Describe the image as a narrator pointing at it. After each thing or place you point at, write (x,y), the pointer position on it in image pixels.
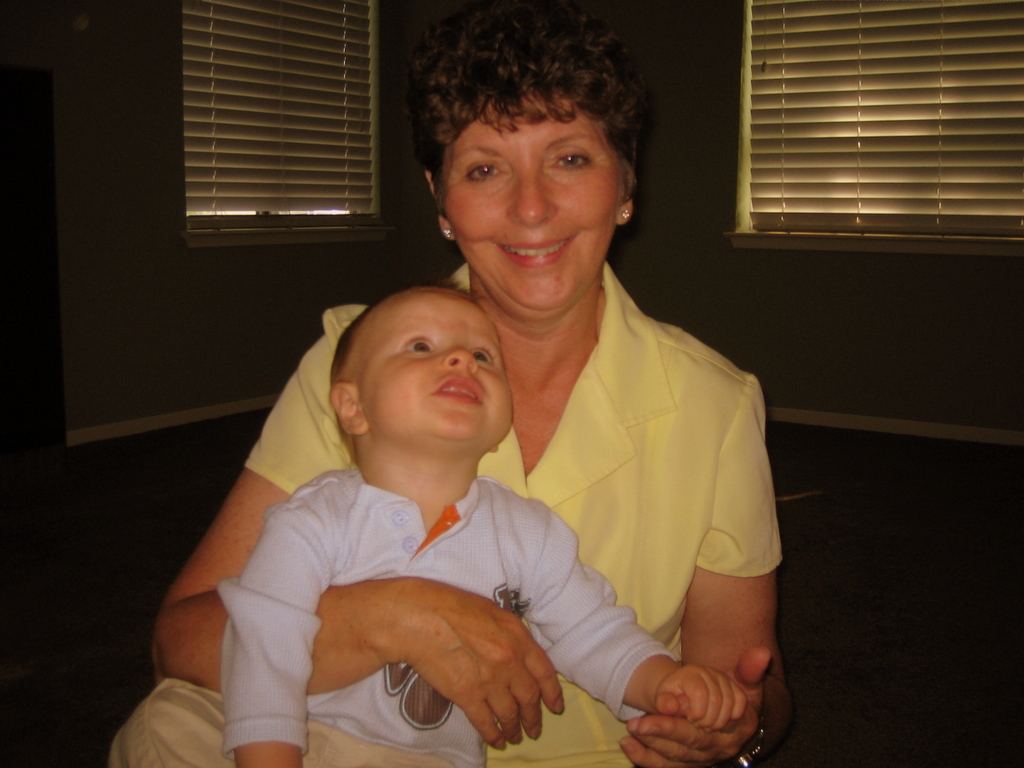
In the center of the image (396,352) there is a lady (182,737) holding a boy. In the background of the image (368,12) there is a window (377,65). There is a wall (255,261).
